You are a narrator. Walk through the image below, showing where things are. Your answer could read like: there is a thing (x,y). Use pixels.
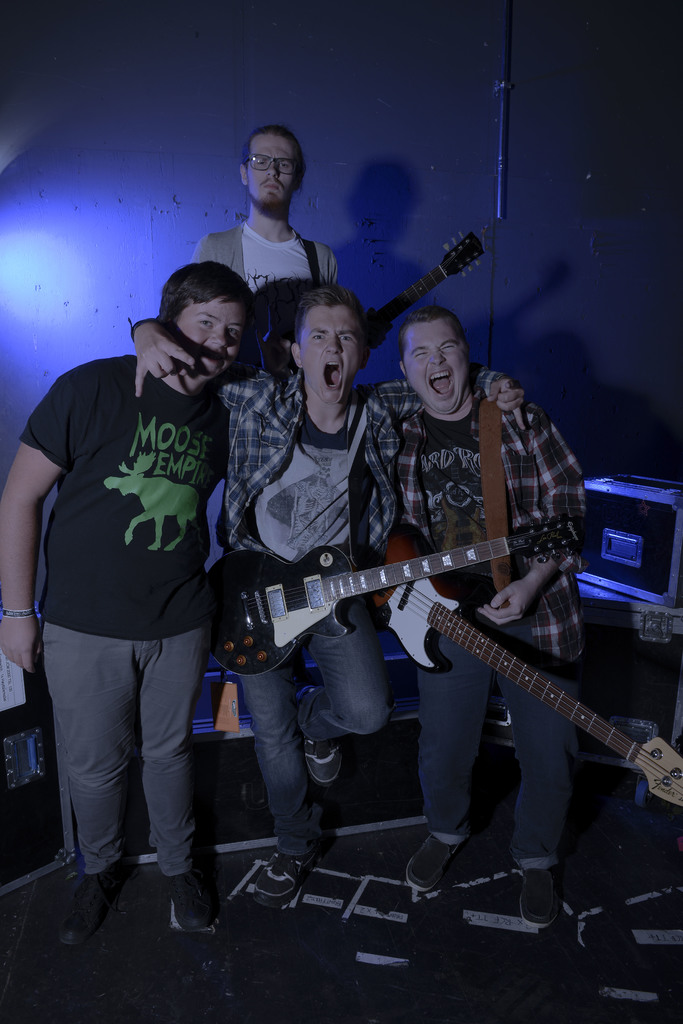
In this image there are four boys (331,310) standing on the floor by holding the guitars (340,555). In the background (264,93) there is a wall (282,82). On the left side (39,279) there is a light (29,265). On the right side (650,484) there is a box (642,568).
